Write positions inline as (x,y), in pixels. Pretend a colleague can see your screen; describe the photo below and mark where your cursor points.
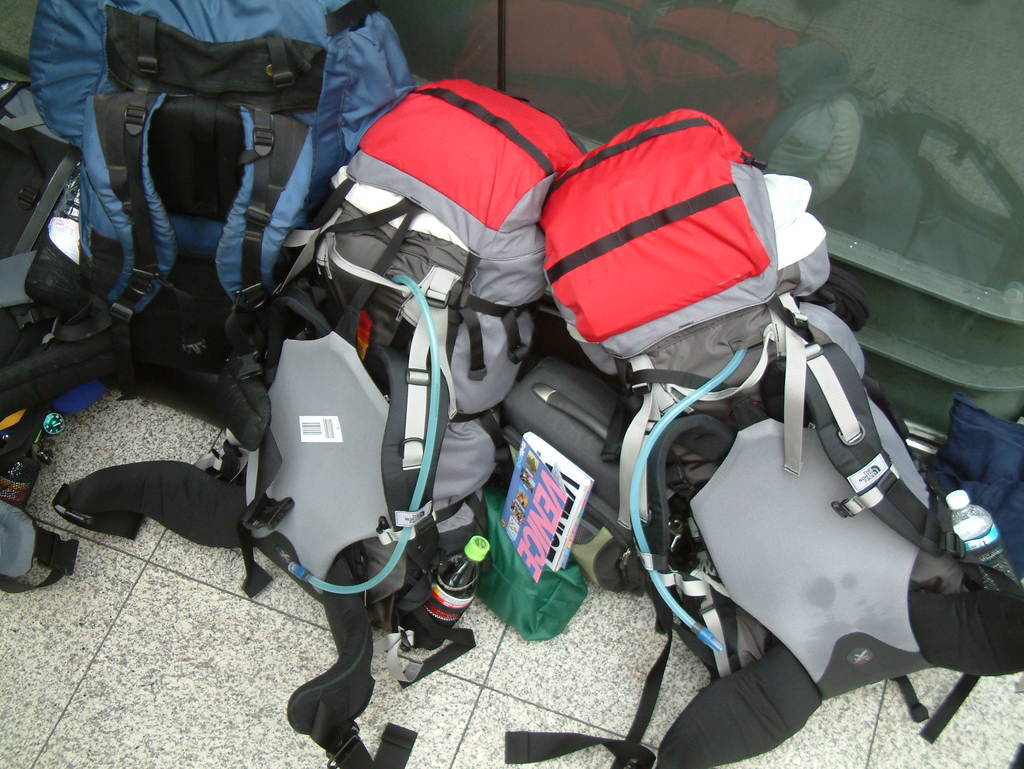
As we can see in the image there are travelling bags (622,578) which are kept on the ground (162,573).
